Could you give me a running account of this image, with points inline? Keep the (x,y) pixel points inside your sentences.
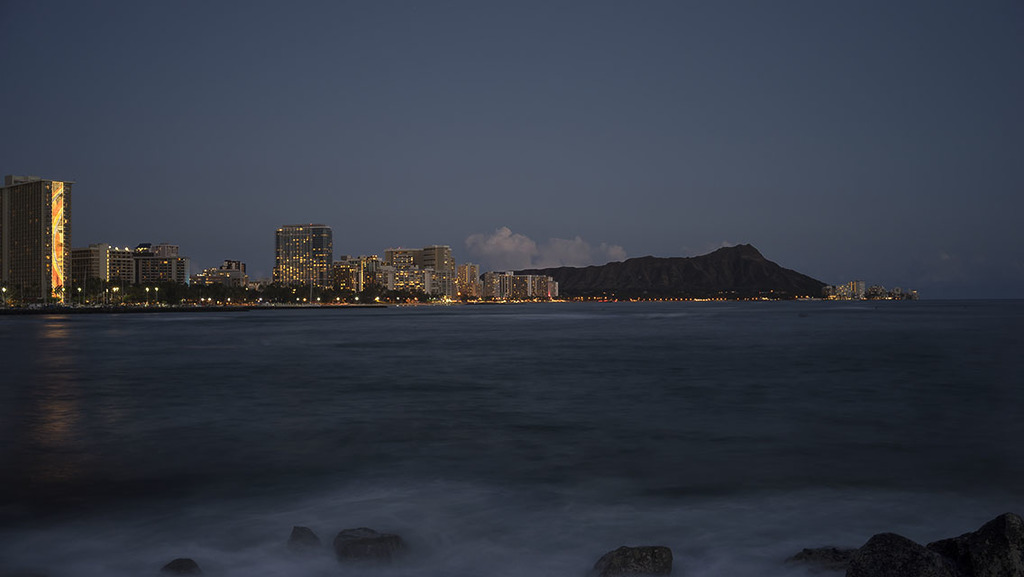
In this image we can see a sea (364,423), there are some buildings (227,282), lights (88,300), trees (158,300), stones (361,542) and mountains (716,266), in the background (660,250) we can see the sky (642,247) with clouds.
